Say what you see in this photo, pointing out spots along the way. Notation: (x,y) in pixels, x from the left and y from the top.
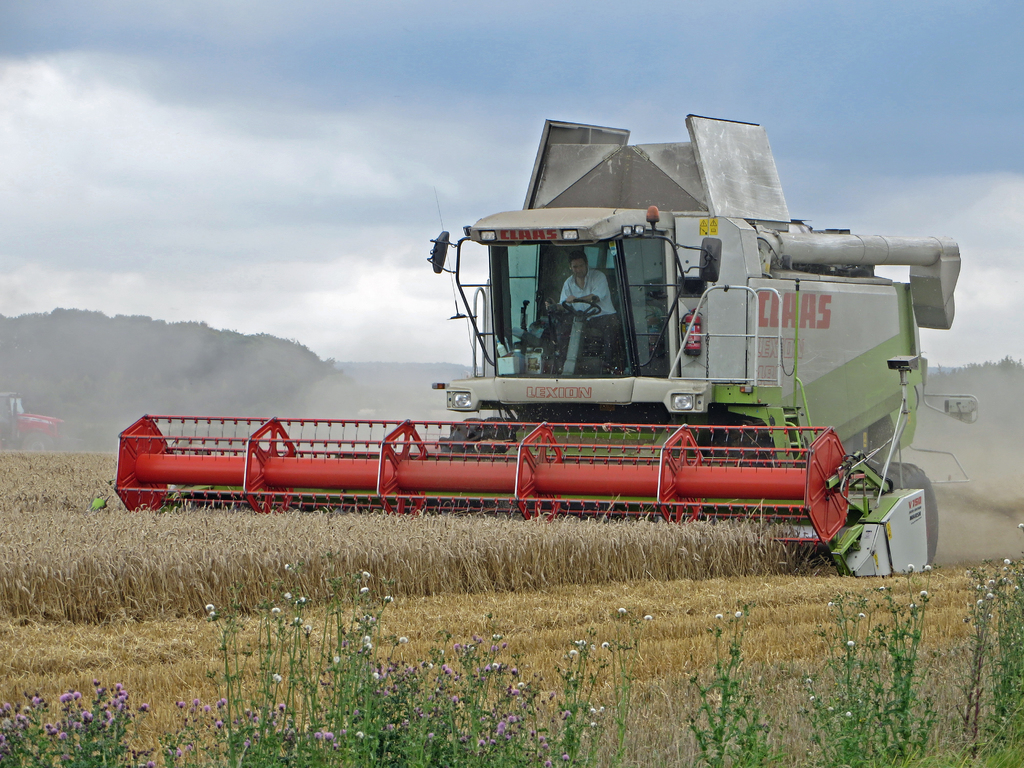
In this image there is a harvester (514,432) which is cutting the grass (330,574). In the background (276,376) there are hills (254,355). On the ground (569,744) there are flower plants (421,696). At the top (525,46) there is sky (537,46).
